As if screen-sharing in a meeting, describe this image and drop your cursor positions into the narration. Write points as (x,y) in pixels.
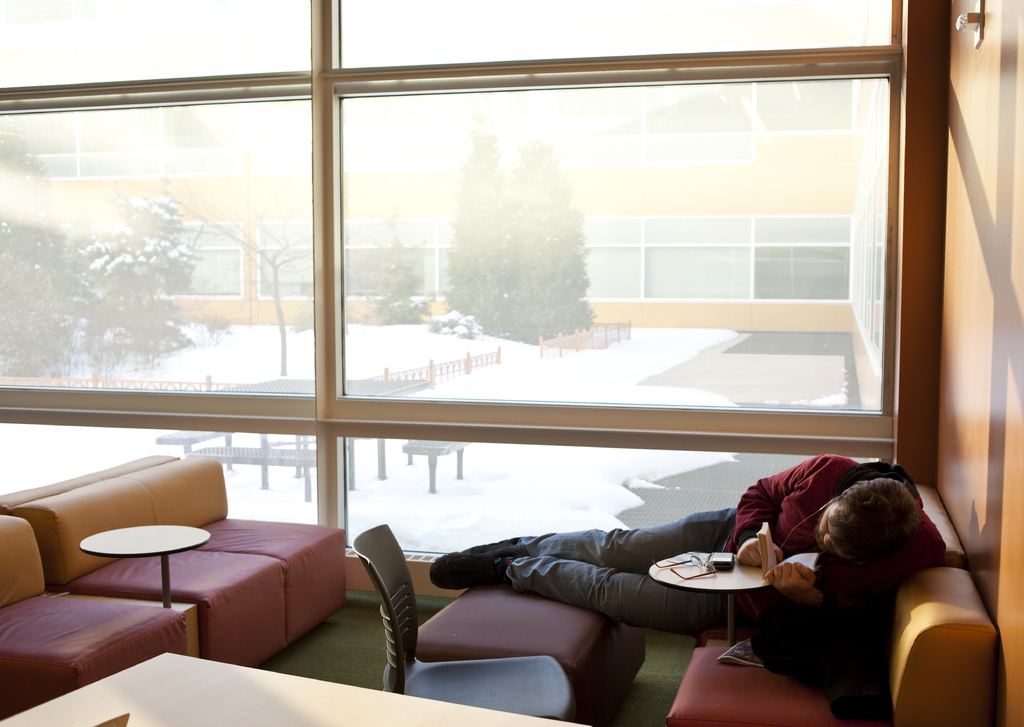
In this picture we can see the inside view of a room (330,562). These are the sofa (528,647) and this is the chair (529,691). And there is a table (227,693). Here we can see a man (837,496) who is laying on the sofa (735,697). And this is the glass (556,268). On the background (559,300) we can see some trees (497,312). And this is snow (570,380). And there is a building (809,185).
